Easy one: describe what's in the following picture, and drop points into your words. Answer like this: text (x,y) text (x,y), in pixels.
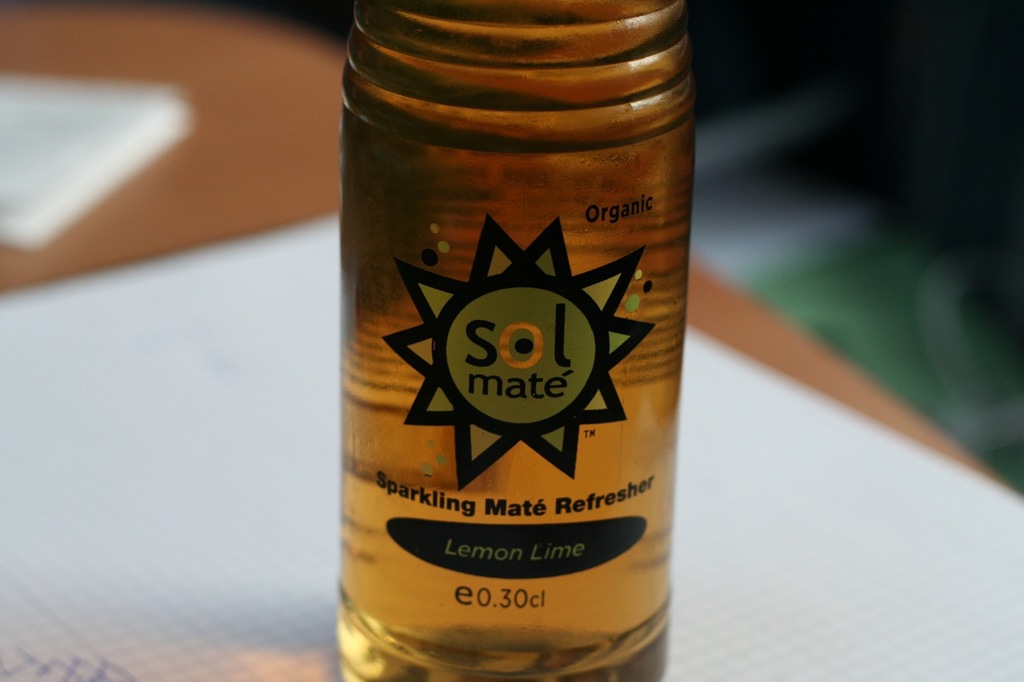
We can see bottle (419,403) on the white surface (747,551). In the background (804,140) it is blur.
